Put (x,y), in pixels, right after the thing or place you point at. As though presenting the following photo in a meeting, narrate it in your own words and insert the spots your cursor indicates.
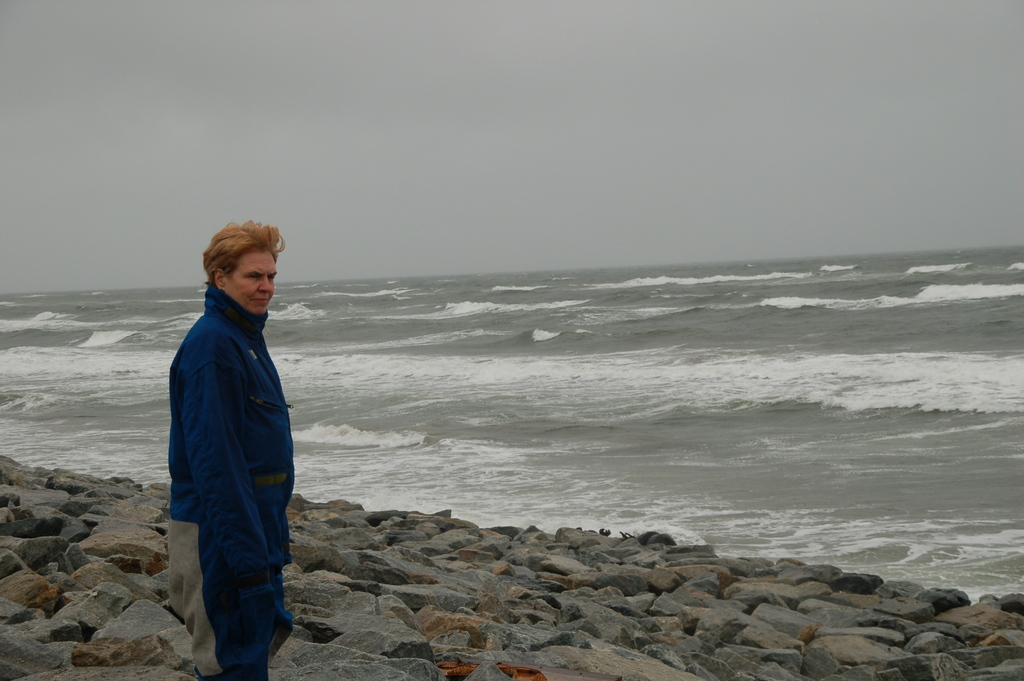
This is a picture of a person (188,486) standing on the stones (104,525), we can also see the sea (399,433), In the background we can see the sky (616,87).
